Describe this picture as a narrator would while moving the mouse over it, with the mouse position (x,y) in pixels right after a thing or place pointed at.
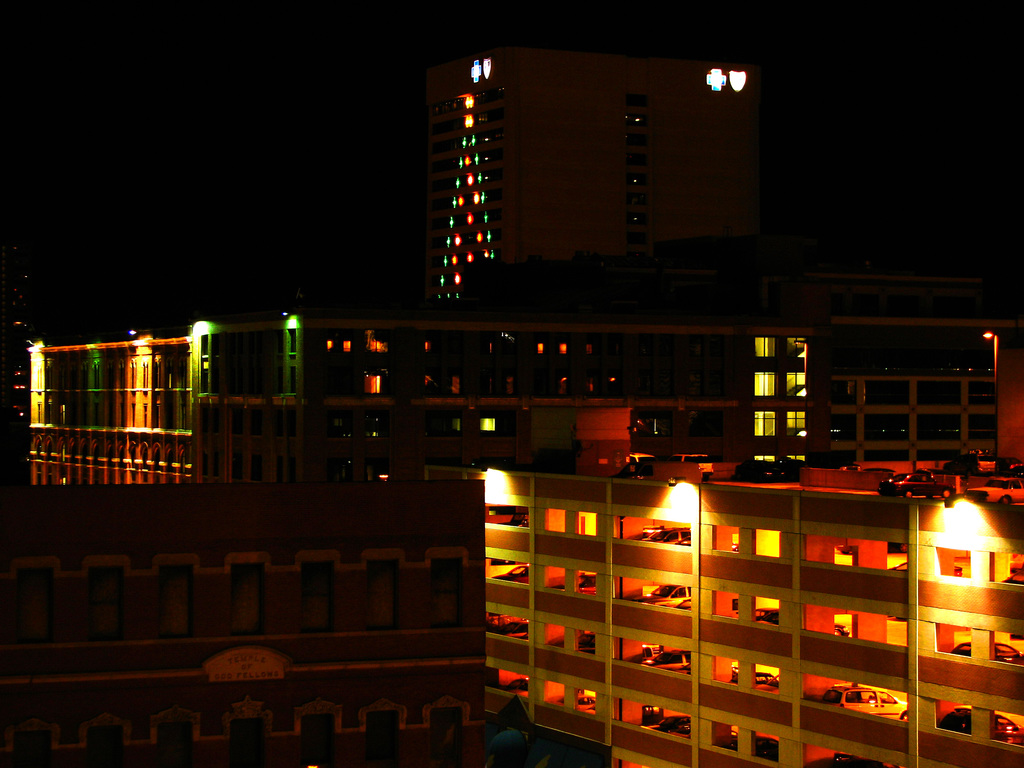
In this picture we can see few buildings (418,538), vehicles (651,593) and lights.
